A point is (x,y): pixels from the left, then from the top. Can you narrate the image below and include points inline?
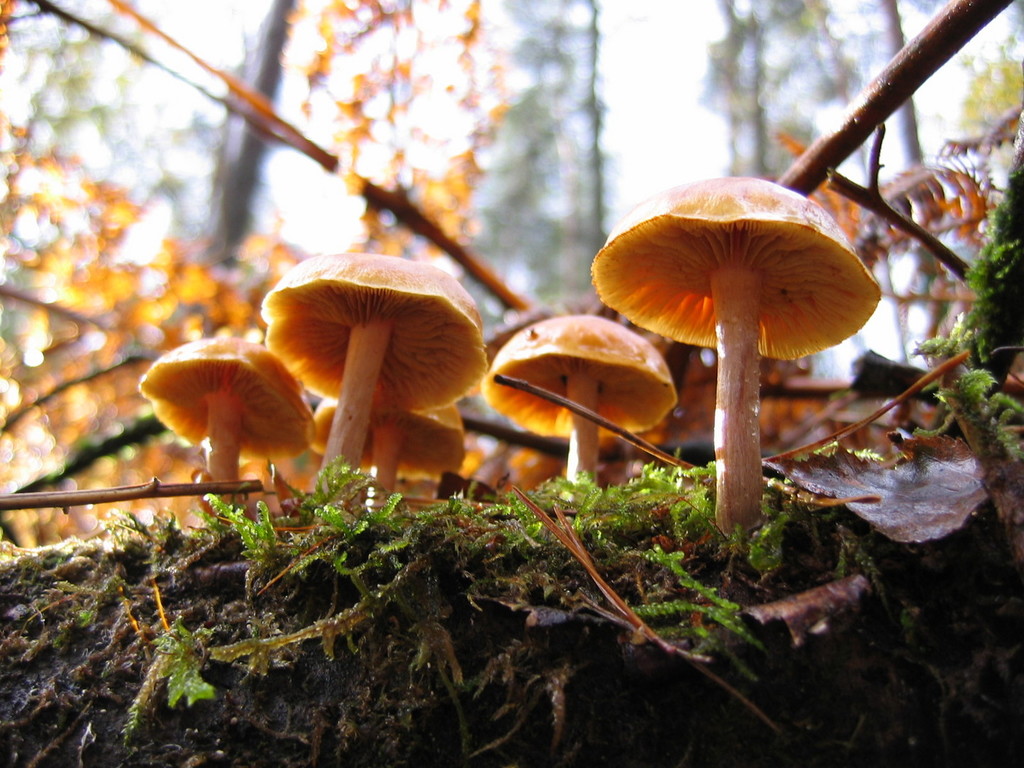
In this image in the center (416,467) there are mushrooms (454,424) and the background (64,297) is blurry.
